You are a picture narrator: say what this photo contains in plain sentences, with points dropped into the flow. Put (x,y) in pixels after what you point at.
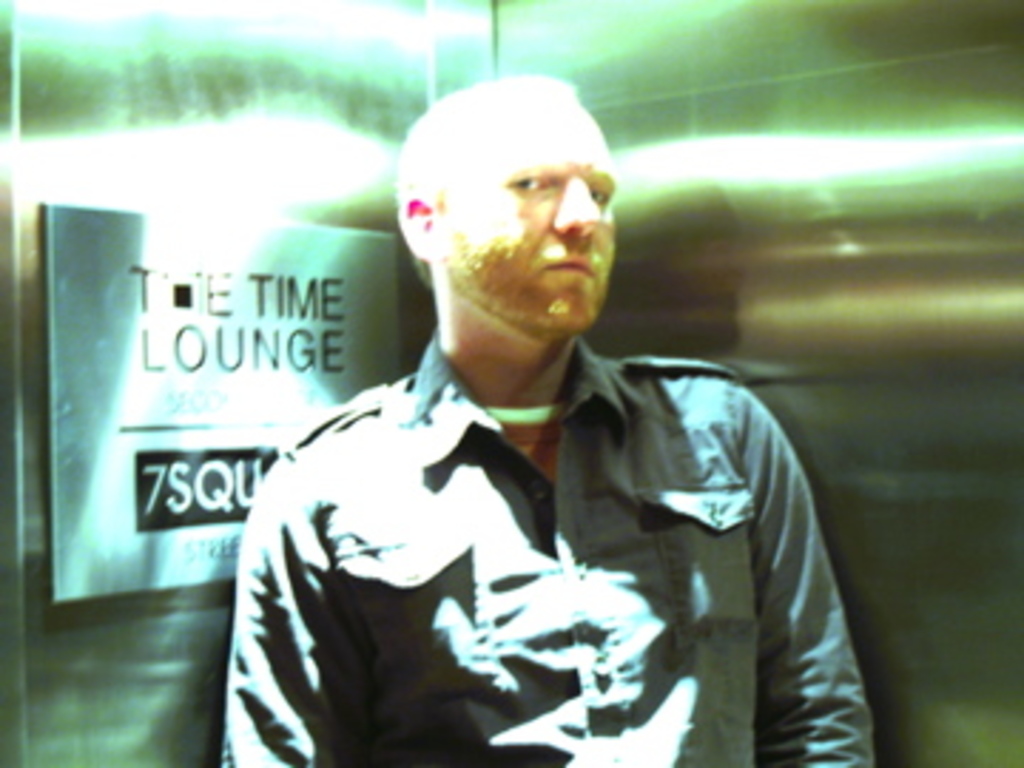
In this image I can see a man (474,418) is standing. Here I can see a metal object (137,370) attached to a steel wall (184,101). On the metal object (194,385) I can see something written on it.
